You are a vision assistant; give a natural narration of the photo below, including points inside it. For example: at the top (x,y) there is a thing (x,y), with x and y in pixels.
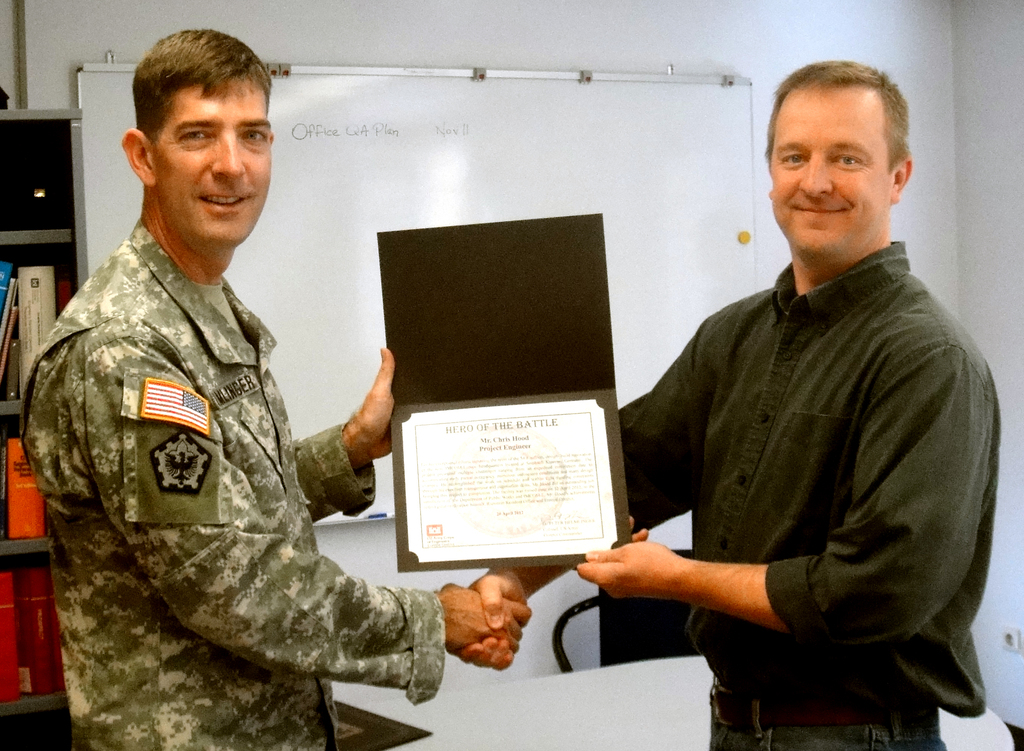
On the left side (215,134), there is a person (265,100) in an uniform (148,305), smiling, standing, shaking hand (498,622) with one hand (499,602) and holding a certificate (422,266) with other hand (387,380). On the right side (815,654), there is a person (786,206) in a shirt (789,490), smiling, standing, shaking hand (513,584) with one hand (508,611) and holding a certificate (590,465) with other hand (587,565). In the background (636,115), there is a white color board (601,109) which is attached to the white wall (609,17) and there are files (6,309) arranged on the shelves (36,235).
